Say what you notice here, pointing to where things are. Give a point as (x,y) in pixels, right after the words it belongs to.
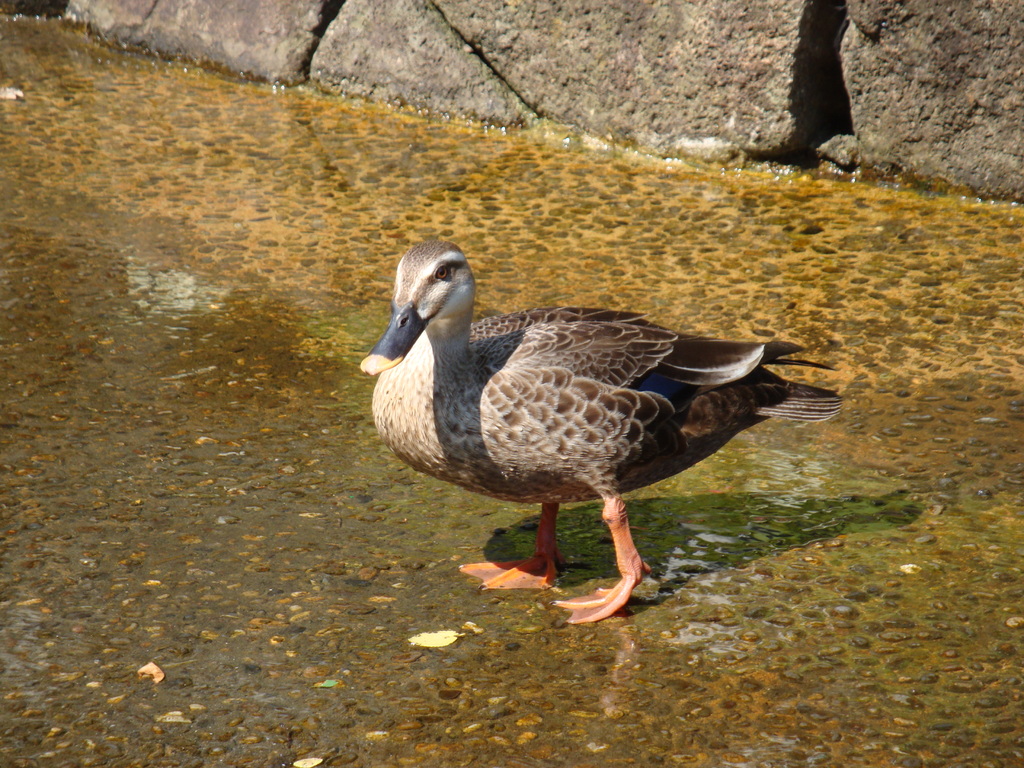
In this image, we can see a bird (505,342). We can see the ground (512,277). We can also see some rocks (791,108).
